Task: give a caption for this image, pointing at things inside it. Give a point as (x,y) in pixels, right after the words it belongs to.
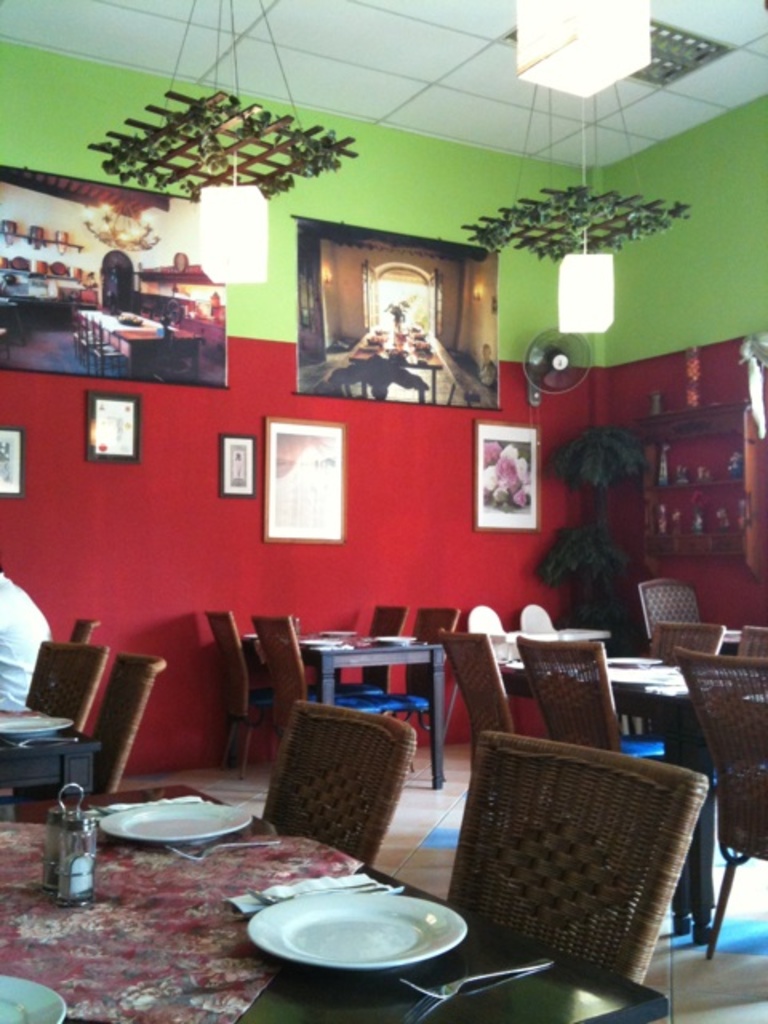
In this image, there is an inside view of a restaurant (208,535). There are some chairs (493,658) and tables (516,671). There is a table (217,986) at the bottom of this picture (206,972) contains plates (358,967), spoons (206,854) and bottles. There are three lights (612,275) at the top (584,288). There are some photo frames (308,491) at the top of this picture (421,295).
